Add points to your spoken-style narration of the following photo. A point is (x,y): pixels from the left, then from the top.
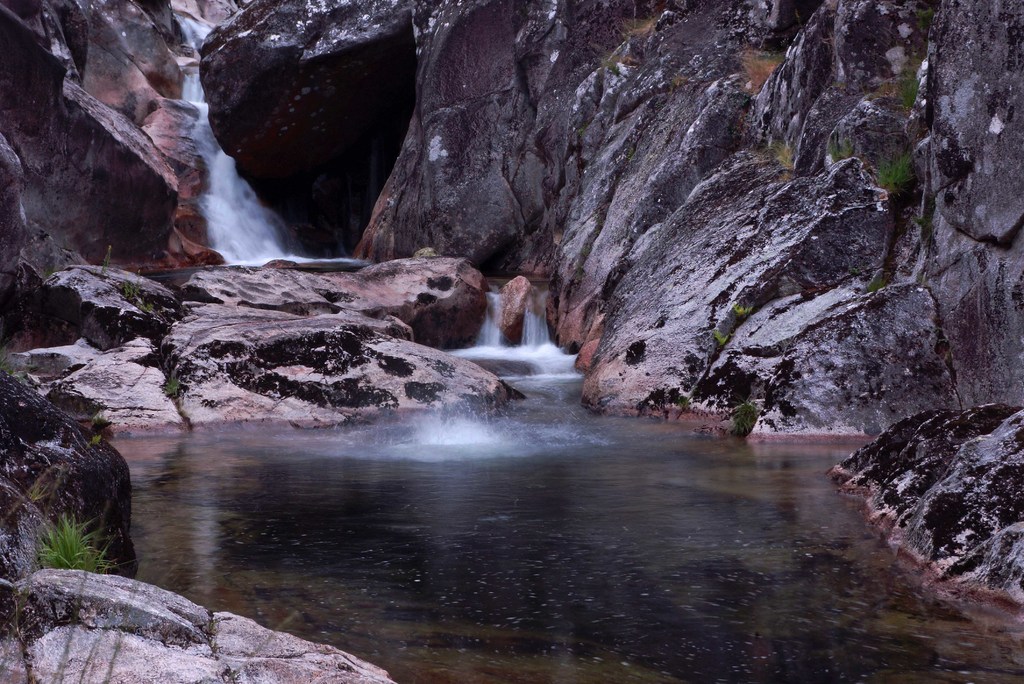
In this picture we can see the waterfall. In the background of the image (121,32) we can see the rocks (990,300). At the bottom of the image (676,547) we can see the water (191,541) and plants (91,551).
